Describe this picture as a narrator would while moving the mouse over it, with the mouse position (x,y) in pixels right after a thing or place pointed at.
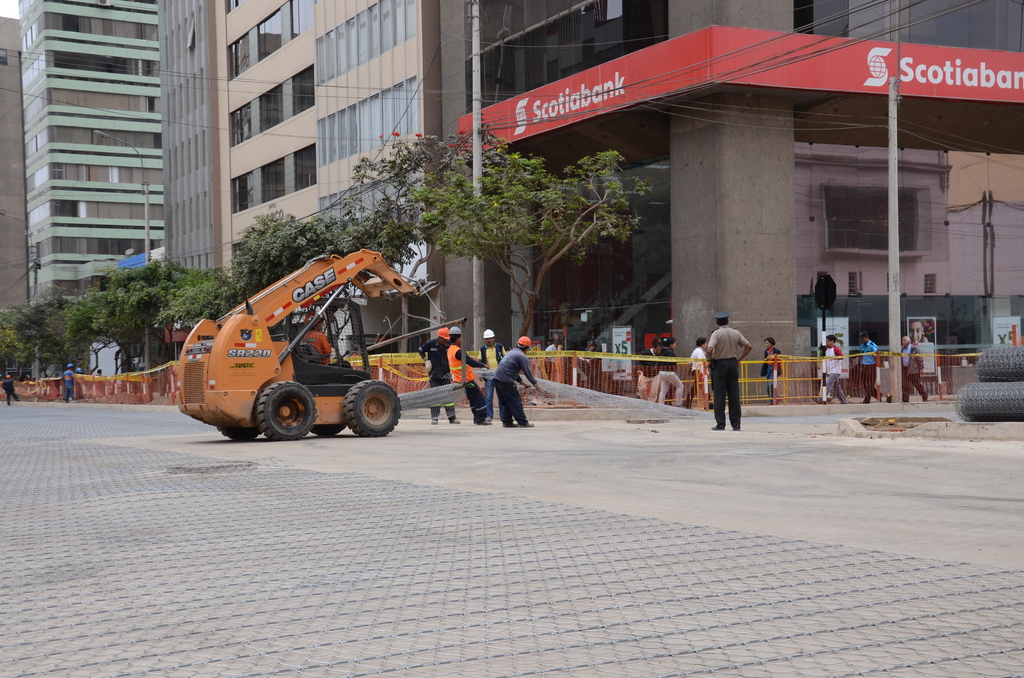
In this picture there is a vehicle (286,372) and there are few persons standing in front of it and there is a fence (815,372) where few persons (841,376) are standing beside it and there are buildings (331,77) and trees (233,267) in the background (417,163).
